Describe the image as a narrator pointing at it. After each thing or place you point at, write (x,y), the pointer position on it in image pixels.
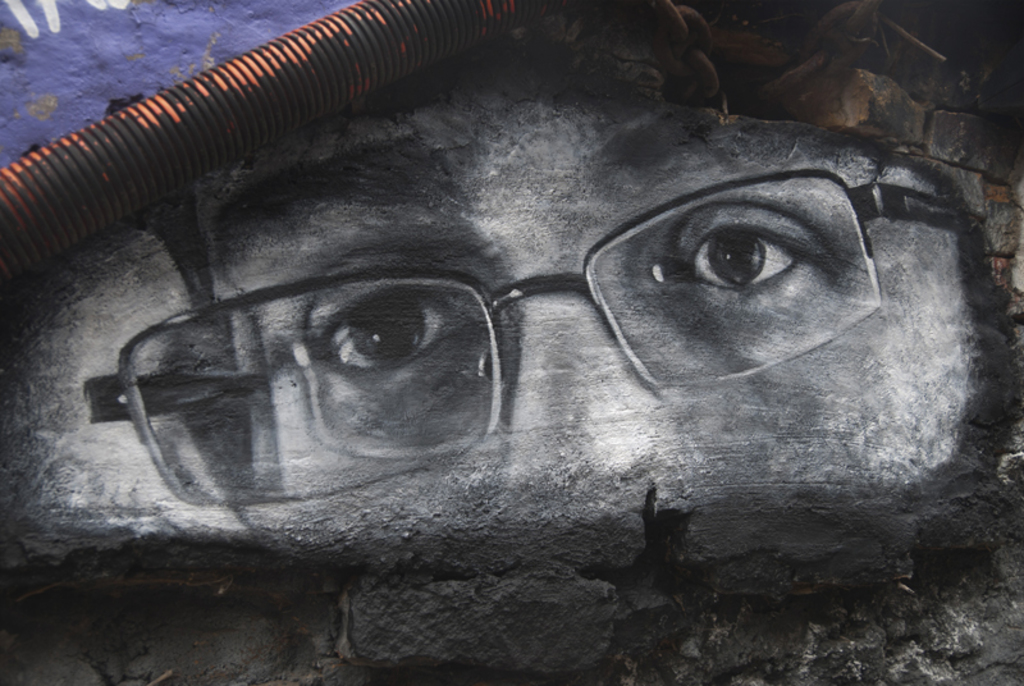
In this image I can see the wall painting (228,191). In the painting (504,476) I can see the person's face (653,440) with the specs (325,334). To the side I can see the pipe (32,185).
